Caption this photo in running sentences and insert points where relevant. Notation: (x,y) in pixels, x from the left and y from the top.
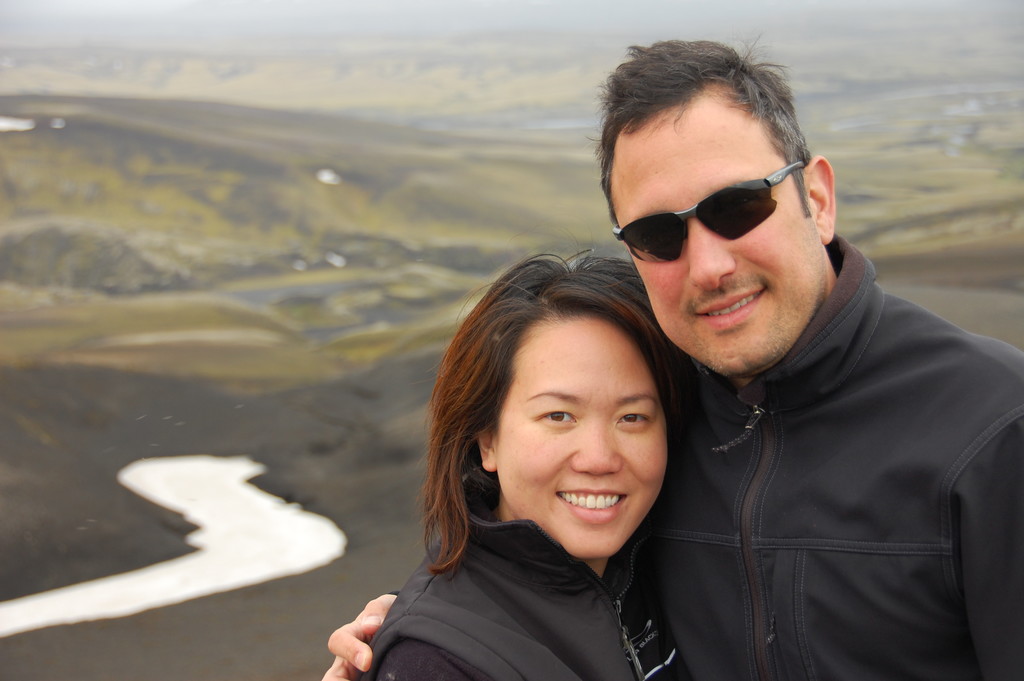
In this picture I can see a woman (674,392) and a man (816,390) standing in front (855,395) and I see that, they're smiling and I see that it is blurred in the background (448,159).
